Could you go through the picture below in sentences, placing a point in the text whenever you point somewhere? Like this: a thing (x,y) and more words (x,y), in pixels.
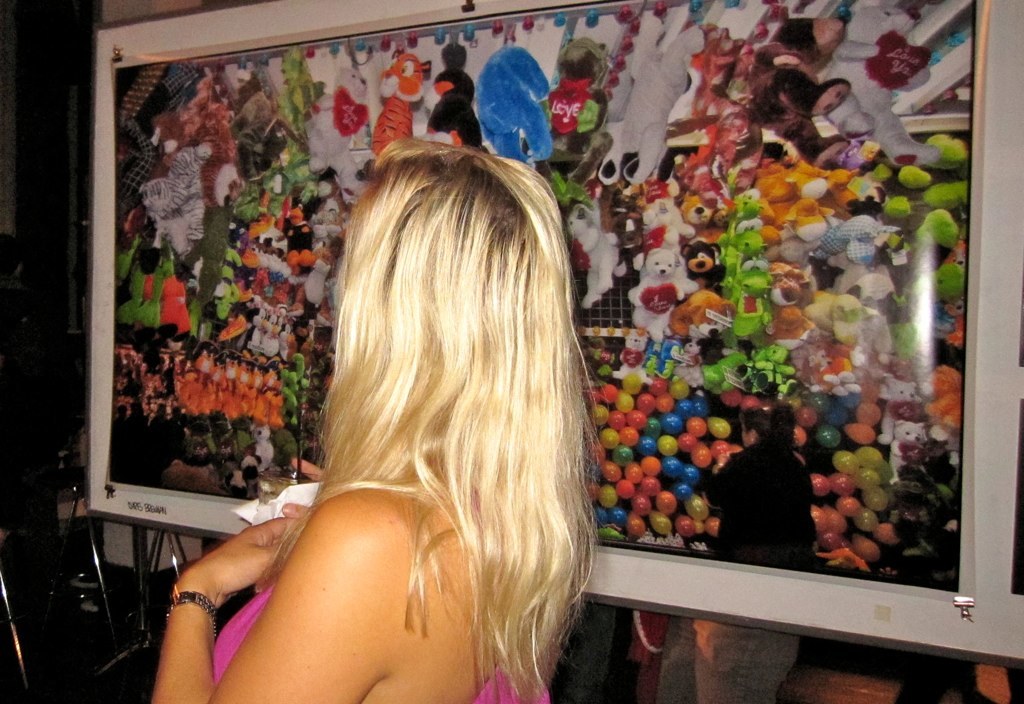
In this image we can see a woman (522,539) standing holding a glass (284,480) with tissue papers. We can also see a poster (706,436) on a board (101,506) containing the pictures (699,464) of different kinds of dolls (712,386) and balls (719,427). On the bottom of the image (145,603) we can see some metal poles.
